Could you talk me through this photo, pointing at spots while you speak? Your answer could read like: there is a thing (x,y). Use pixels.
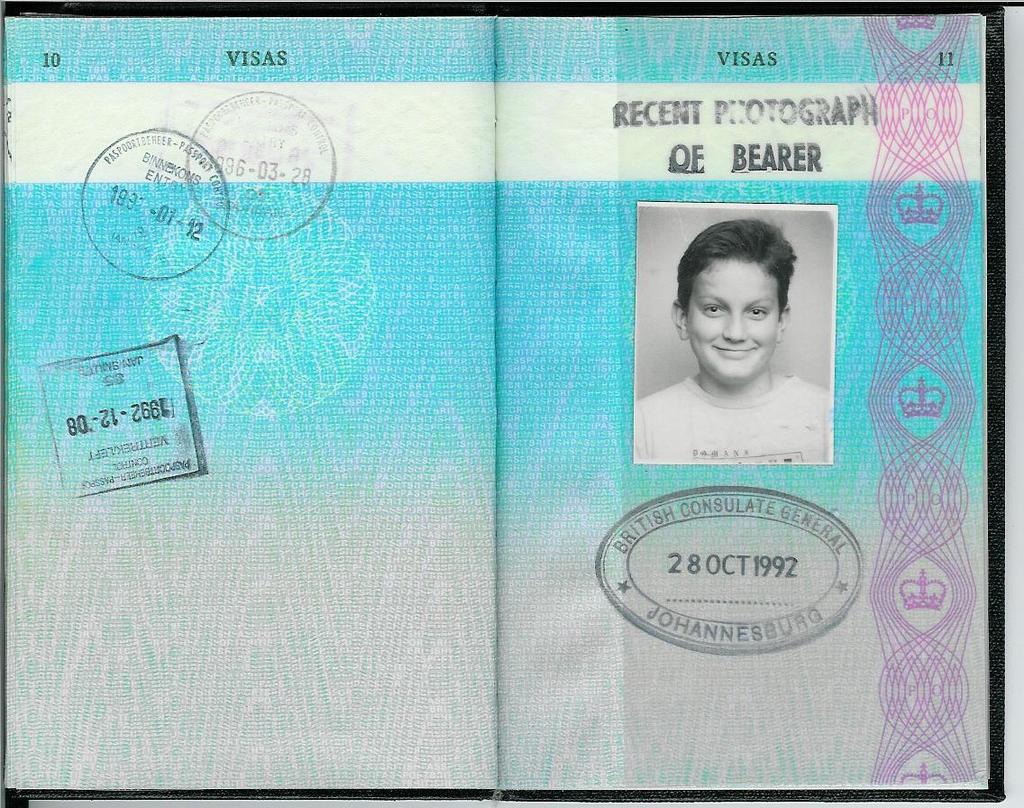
In this picture we can see a book (379,590) with a photo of a person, stamps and some text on it.
